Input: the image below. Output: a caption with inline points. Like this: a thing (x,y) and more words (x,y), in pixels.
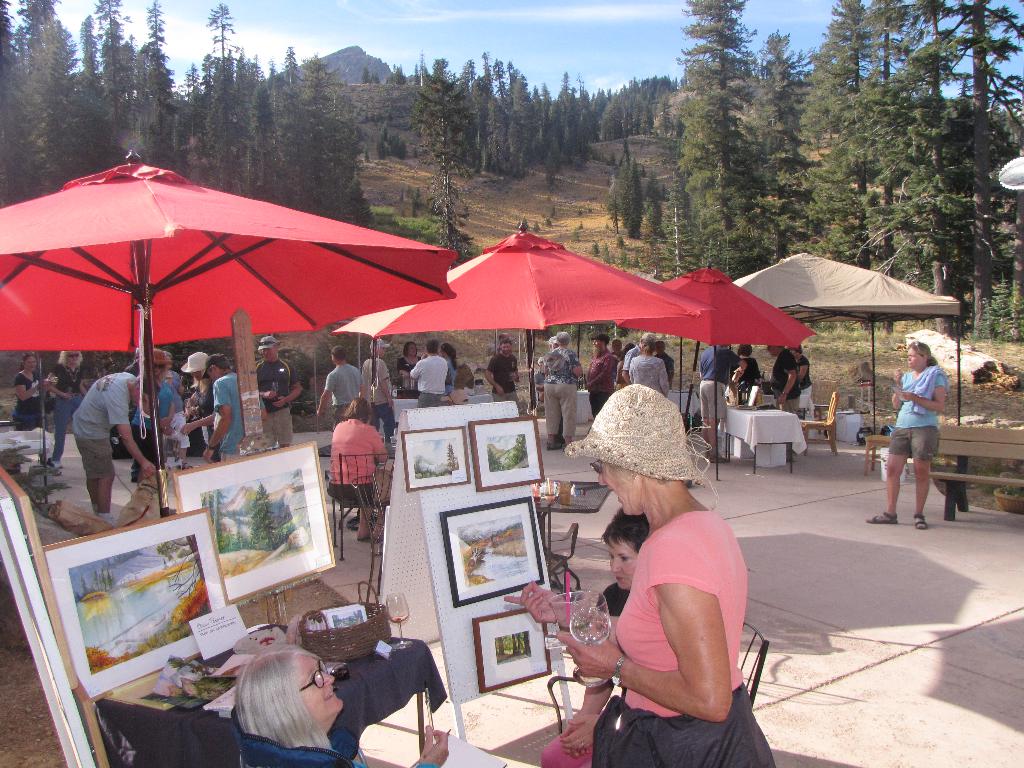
In this image we can see many people (598,443) standing and we can also see few persons (366,450) sitting on the chairs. Image also consists of painting frames (305,516) and also tents (865,277) and benches (939,442), chairs (829,435) and also tables (790,445). On the table (386,662) we can see a basket (369,632), glass (392,620) and also papers (218,635). In the background (225,174) we can see many trees (745,118). At the bottom (954,603) there is road (892,660). Sky (580,54) is also visible in this image.
